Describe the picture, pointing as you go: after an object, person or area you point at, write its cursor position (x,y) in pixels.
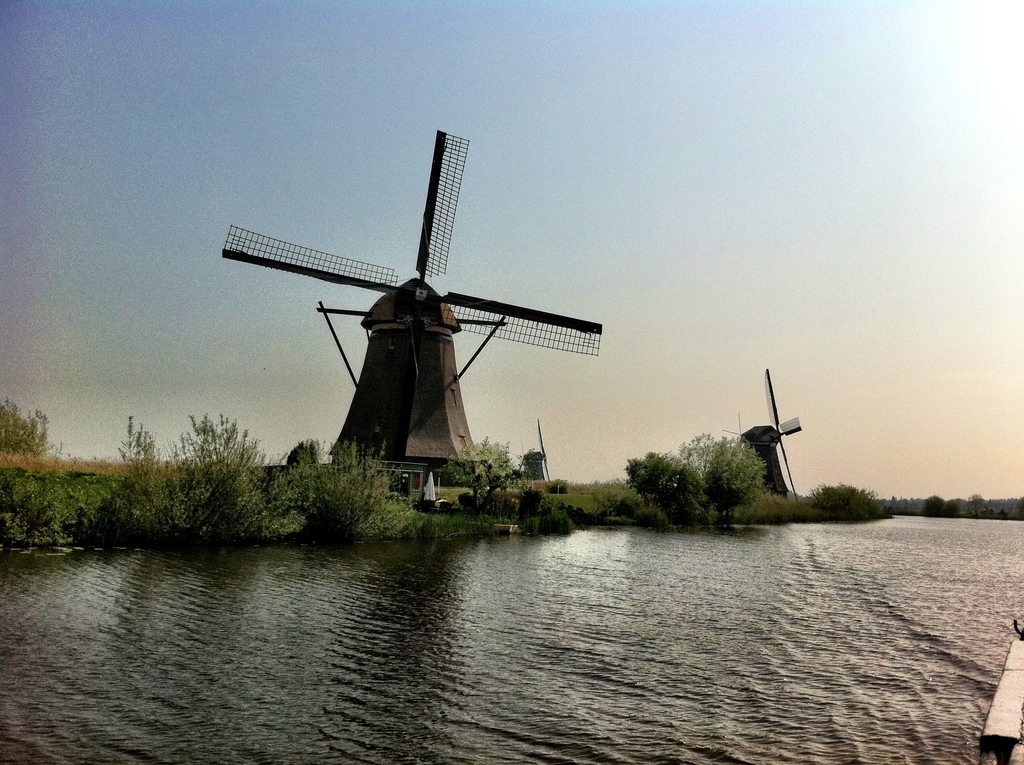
In the front of the image (557,576) I can see water (387,618). In the background of the image (787,483) there are windmills (373,312), plants (499,498), grass (591,500), sky (481,254) and objects (404,483).
